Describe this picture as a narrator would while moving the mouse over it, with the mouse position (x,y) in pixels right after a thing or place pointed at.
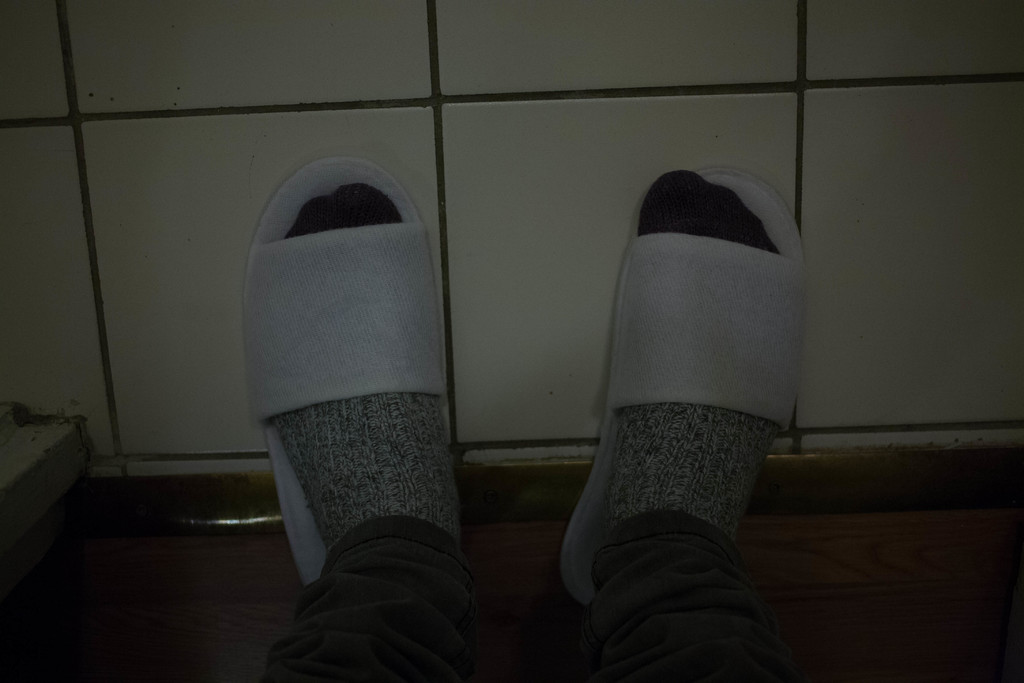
In this image I can see a person legs (655,494) wearing white color slippers (690,401) and socks (711,505). Background (511,26) is in white color.
